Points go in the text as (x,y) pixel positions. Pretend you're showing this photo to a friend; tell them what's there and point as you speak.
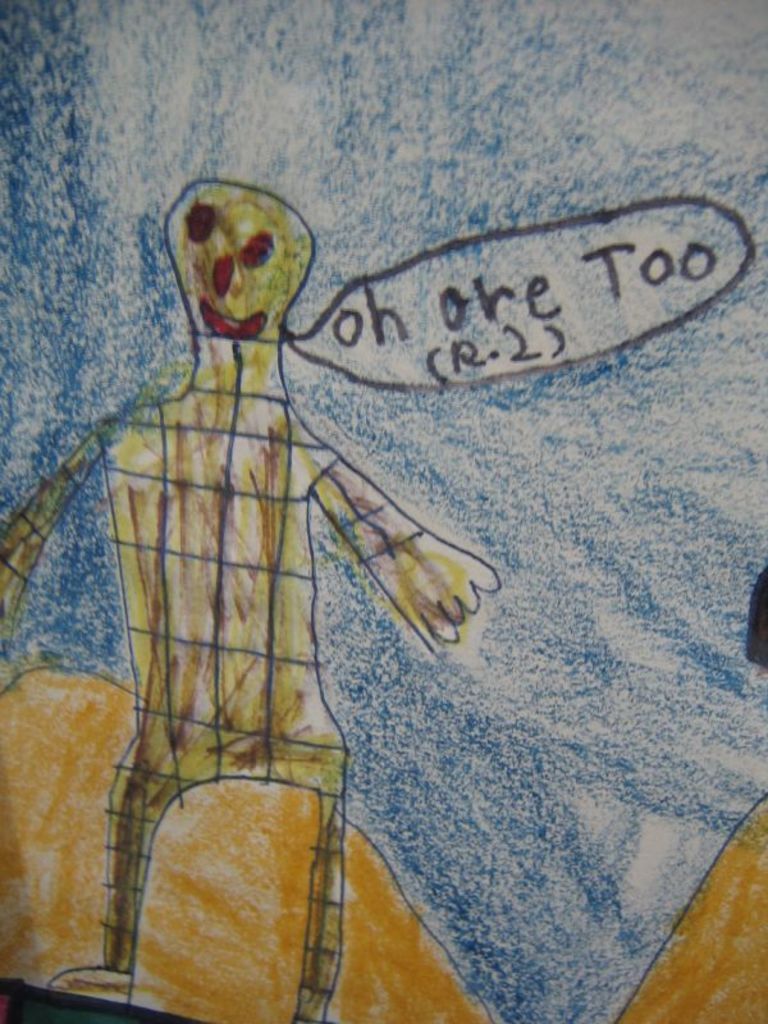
In this image, this looks like a drawing. I think this is a person (214,553). Here is the hill (419,972) and a sky (482,843).
